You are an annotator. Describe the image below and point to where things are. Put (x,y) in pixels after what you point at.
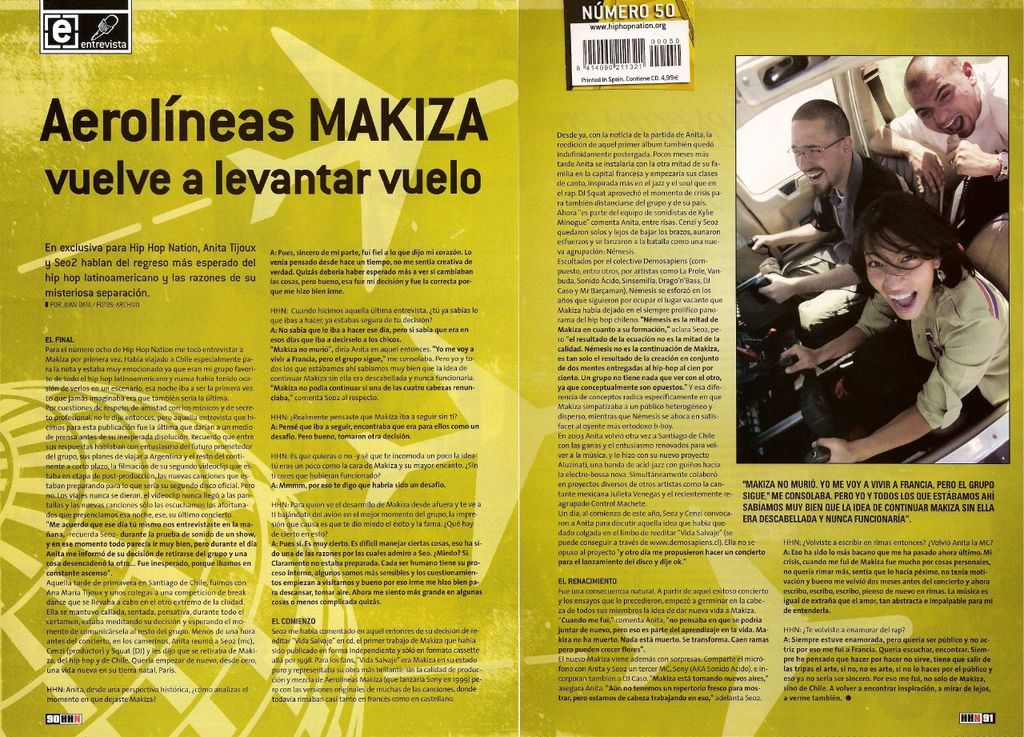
In this image we can see page (663,537) of a book (411,601). Right side of the page (786,269), image (827,219) is there. Top of the image (833,209) bar code (589,44) is present and we can see text (165,446) written on the page (321,350).
